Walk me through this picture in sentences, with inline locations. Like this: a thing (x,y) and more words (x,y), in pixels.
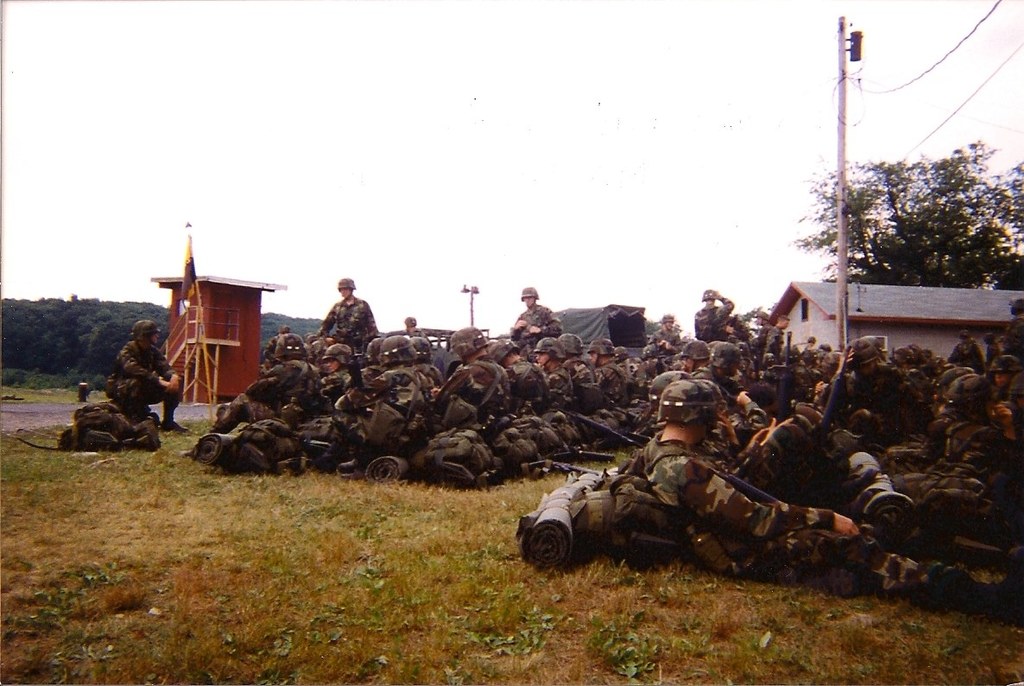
In the center of the image (349,320) we can see a few people (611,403) are standing and a few people (932,356) are sitting. And we can see they are wearing helmets (895,353) and they are in camouflage uniforms (891,373). Among them, we can see a few people (878,348) are holding some objects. And we can see the grass (694,628), carpets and a few other objects (434,468). In the background (639,334), we can see the sky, clouds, trees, one building (852,332), one wooden house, fences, poles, grass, one tent (621,336) and a few other objects (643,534).
